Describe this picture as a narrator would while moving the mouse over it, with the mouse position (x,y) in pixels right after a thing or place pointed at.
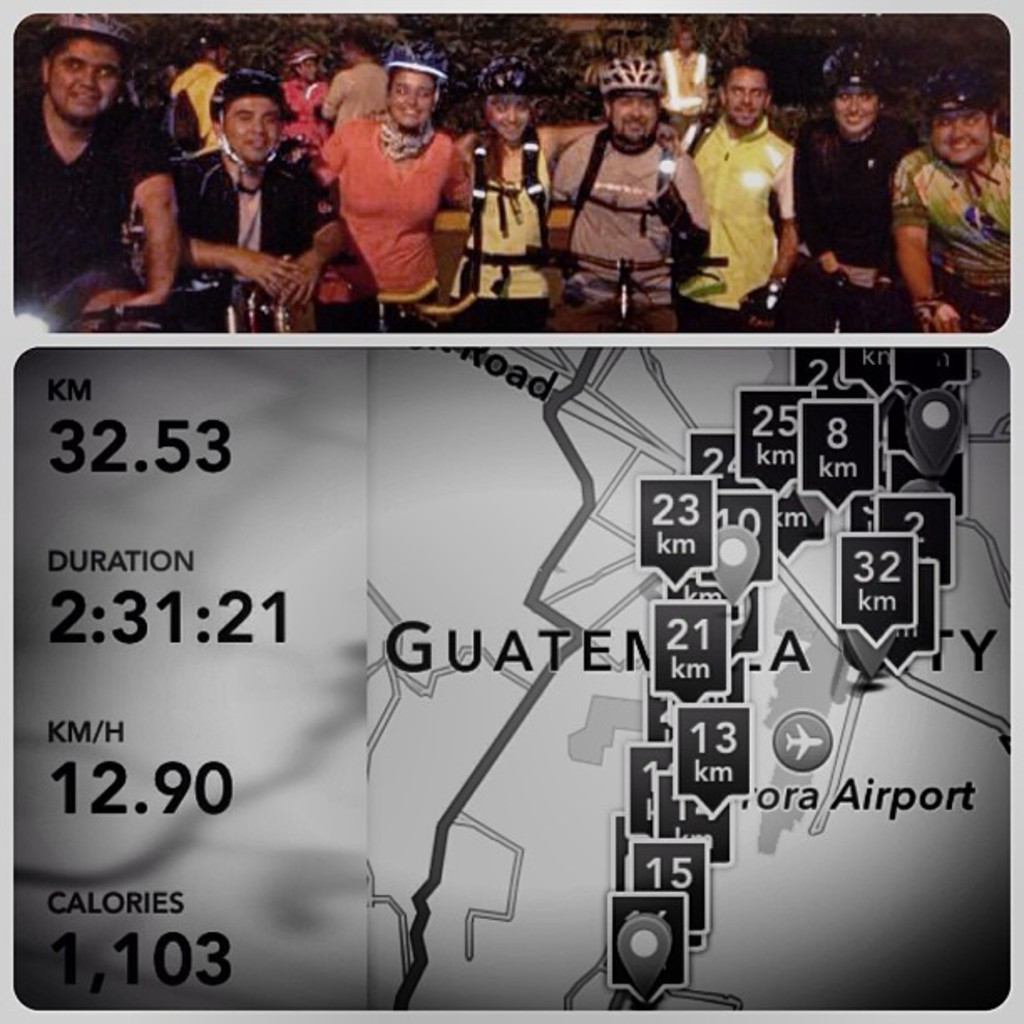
In this image we can see two images. At the top (356,211) we can see few persons (491,273), bicycles (630,291), plants (923,115) and objects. At the bottom (343,869) we can see map (784,685), numbers (206,809) and texts (674,527).
